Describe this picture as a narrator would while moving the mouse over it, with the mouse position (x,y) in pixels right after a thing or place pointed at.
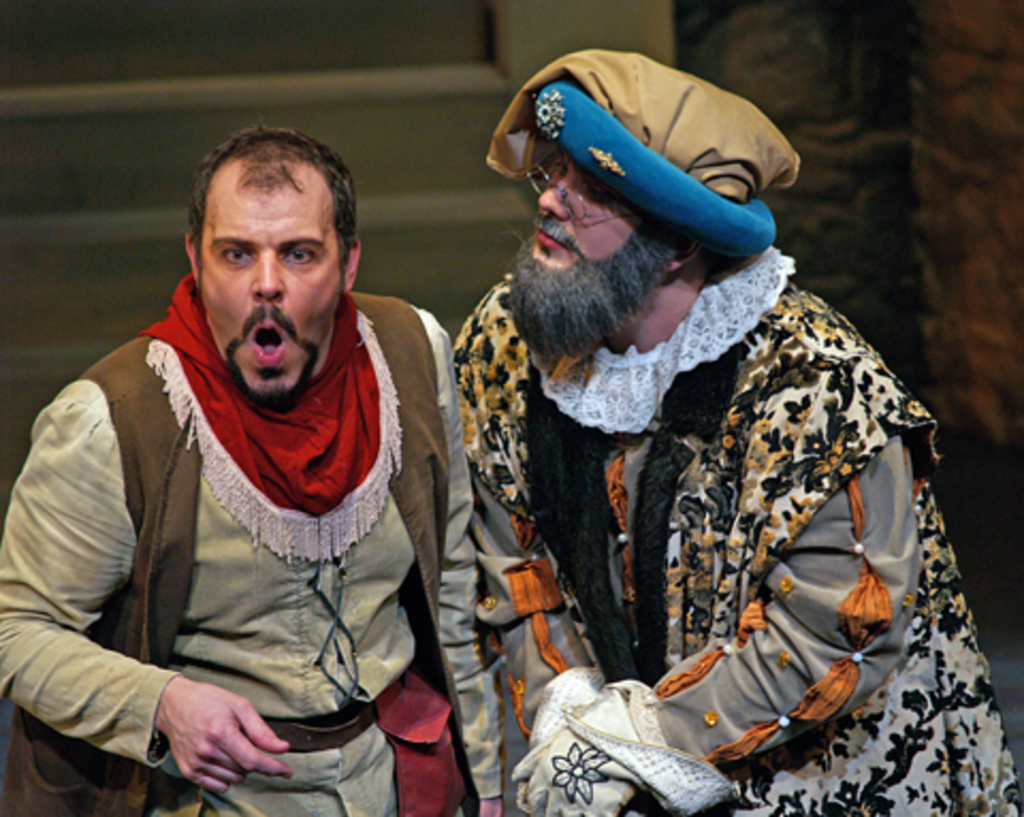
In this image there are two men (353,565) standing. The man (311,598) to the left (215,561), his mouth (277,343) is wide opened. Behind them there are steps (155,153). To the right (886,83) there is a wall (902,175).
